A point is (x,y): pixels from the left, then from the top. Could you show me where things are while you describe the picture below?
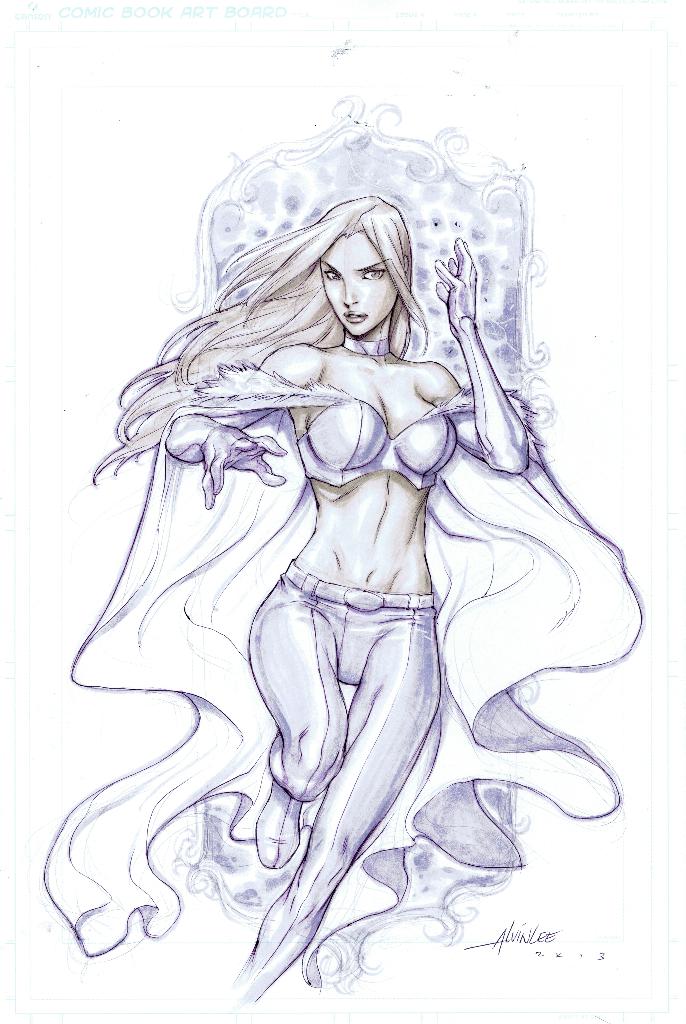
In this image I can see an art (519,450) of the person (336,400) and I can see the white color background (564,34).
